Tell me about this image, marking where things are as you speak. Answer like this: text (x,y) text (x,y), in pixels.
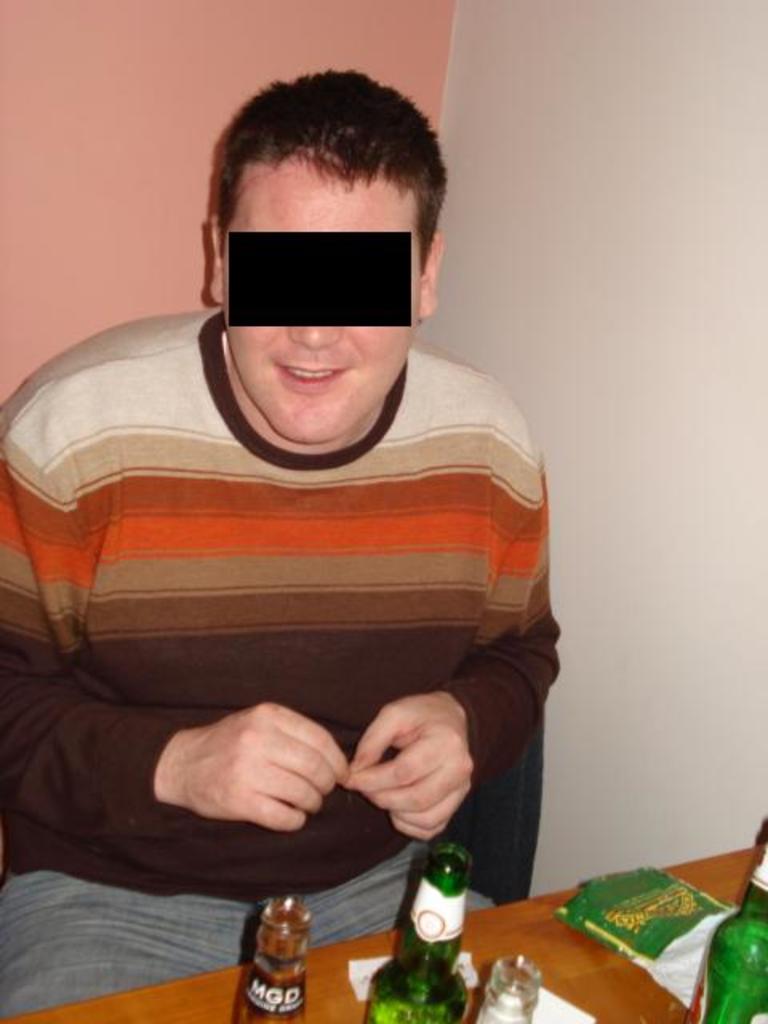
This picture is of inside. In the center (464,618) there is a man (357,501) sitting and there is a table (582,959) on the top of which some bottles (258,943) are placed. In the background (546,66) we can see a wall (637,69).
